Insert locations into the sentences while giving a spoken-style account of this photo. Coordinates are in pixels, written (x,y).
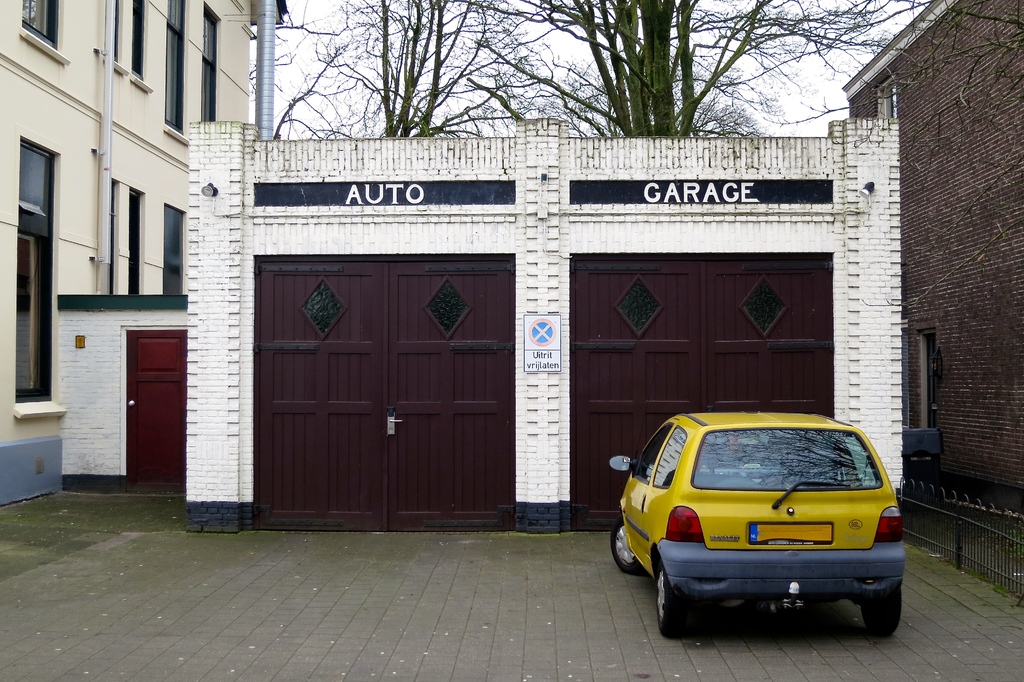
In the center of the image (378,301) we can see shed (588,191) and doors (446,386). On the right (959,39) and left side of the image (242,49) we can see buildings (1008,463). At the bottom (783,532) there is car (803,546) on road (601,636). In the background (568,43) we can see trees (420,66), pole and sky (461,63).
